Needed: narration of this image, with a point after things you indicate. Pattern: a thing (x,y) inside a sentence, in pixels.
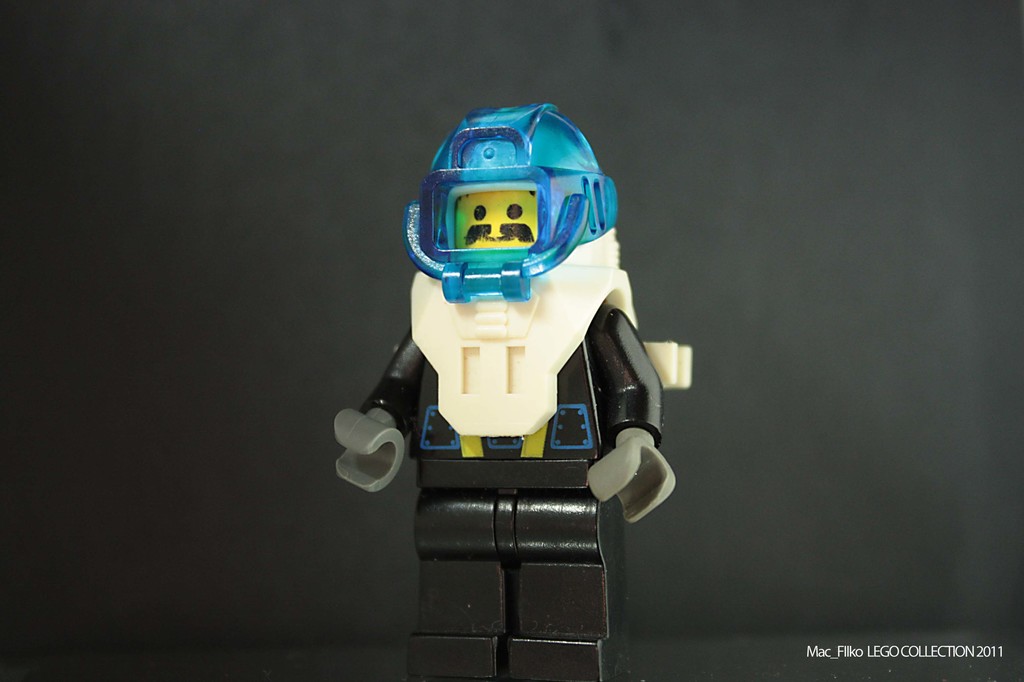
This picture contains a toy robot (507,376) in black color and it is having a blue helmet (593,216). In the background (249,376), it is black in color.
